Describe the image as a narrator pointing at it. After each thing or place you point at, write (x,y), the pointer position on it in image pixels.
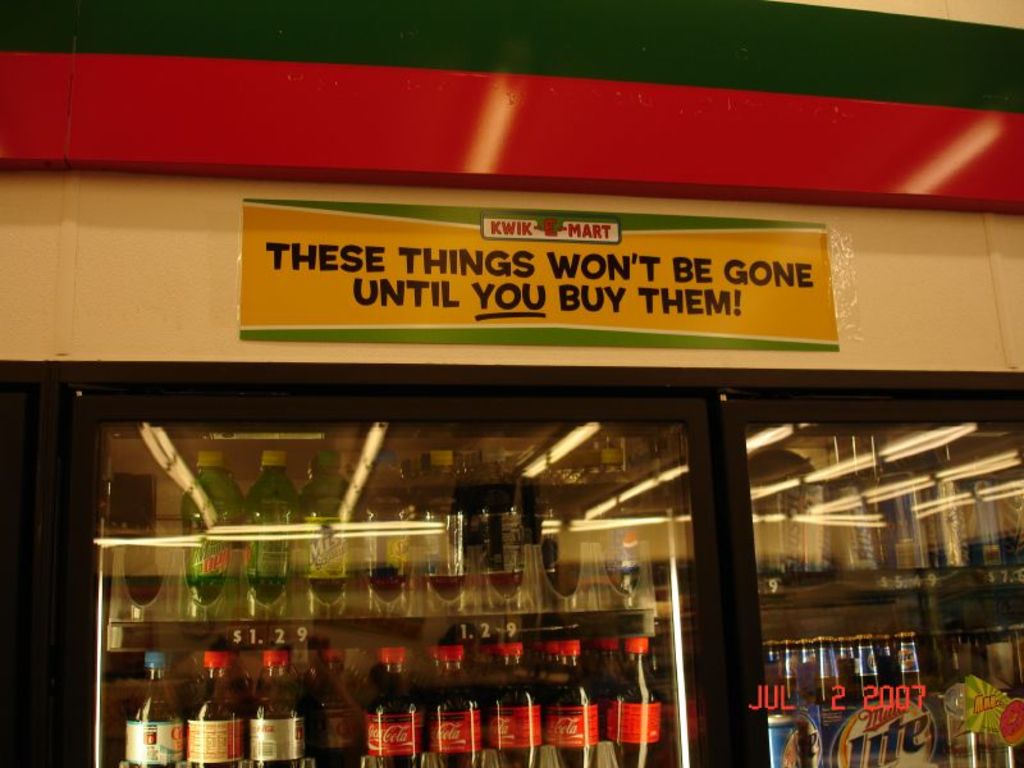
In this fridge (767,466) there are bottles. A board (550,297) is on the fridge (852,601).
